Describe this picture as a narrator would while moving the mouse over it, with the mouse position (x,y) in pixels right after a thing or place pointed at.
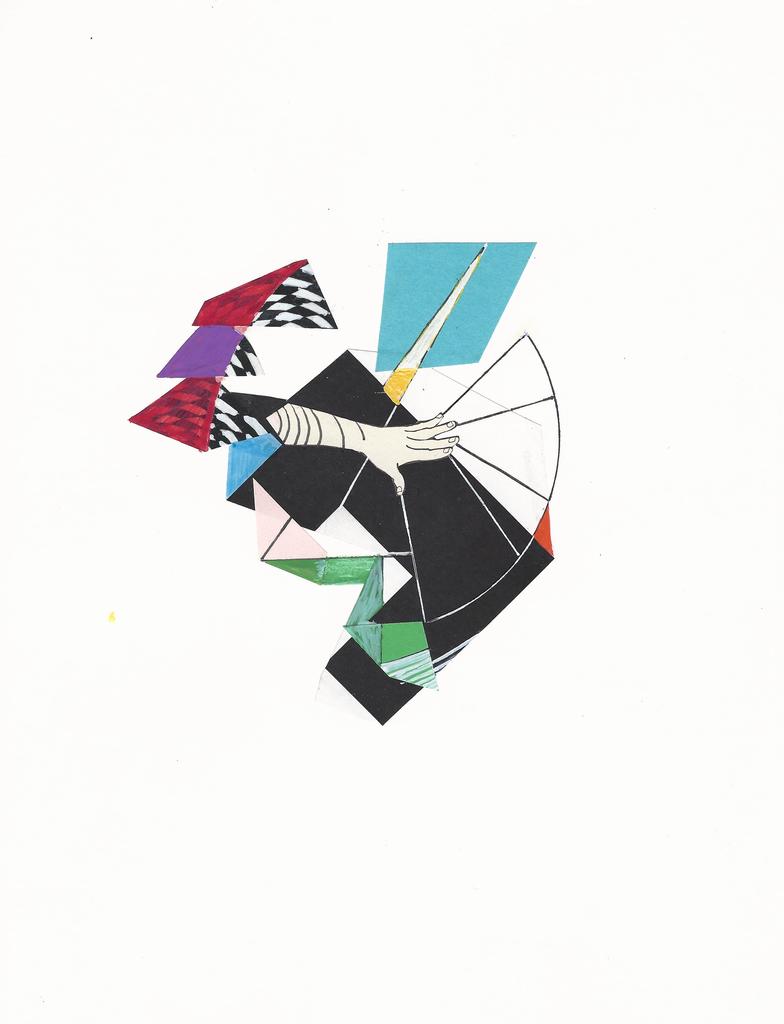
In this picture I can see painting (334,375) which is colorful and I can see a hand (300,405) and I see the white color background (62,56).
